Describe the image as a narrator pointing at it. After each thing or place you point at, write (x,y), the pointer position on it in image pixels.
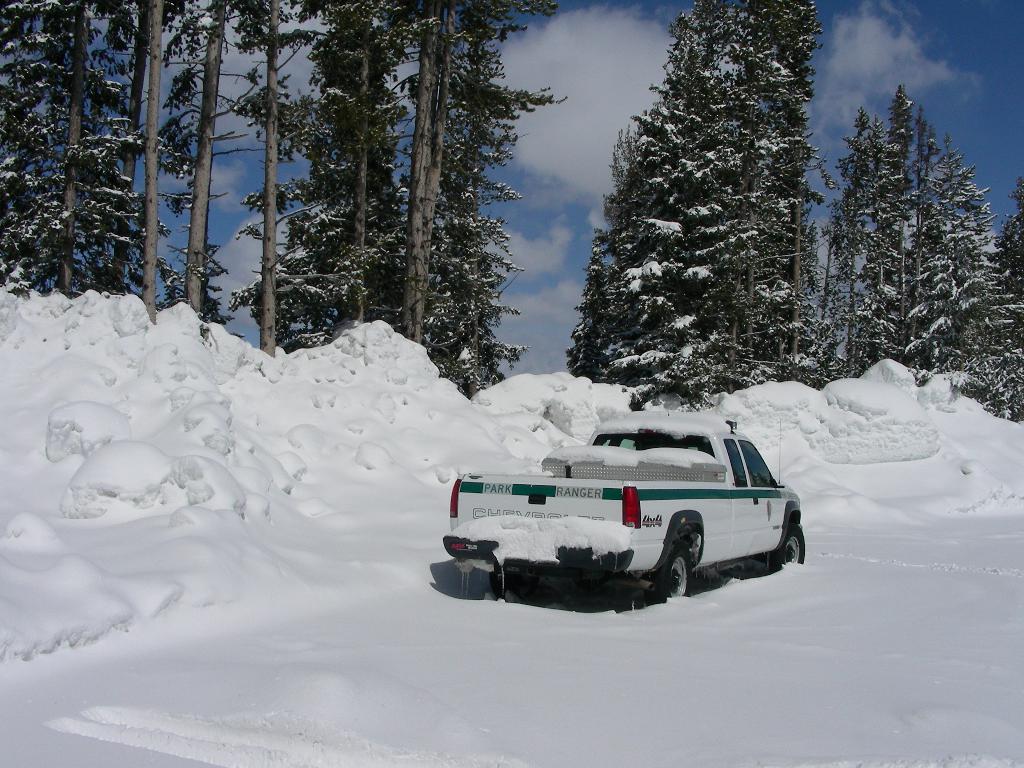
This image is taken outdoors. At the top of the image (540,111) there is the sky (614,25) with clouds (922,49). In the background (302,302) there are a few trees (378,206) with leaves (453,264), stems (273,211) and branches (699,320). Those trees (442,240) are covered with snow (869,243). There is snow (256,398). In the middle of the image (544,463) a vehicle (642,484) is parked in the snow (800,607).
